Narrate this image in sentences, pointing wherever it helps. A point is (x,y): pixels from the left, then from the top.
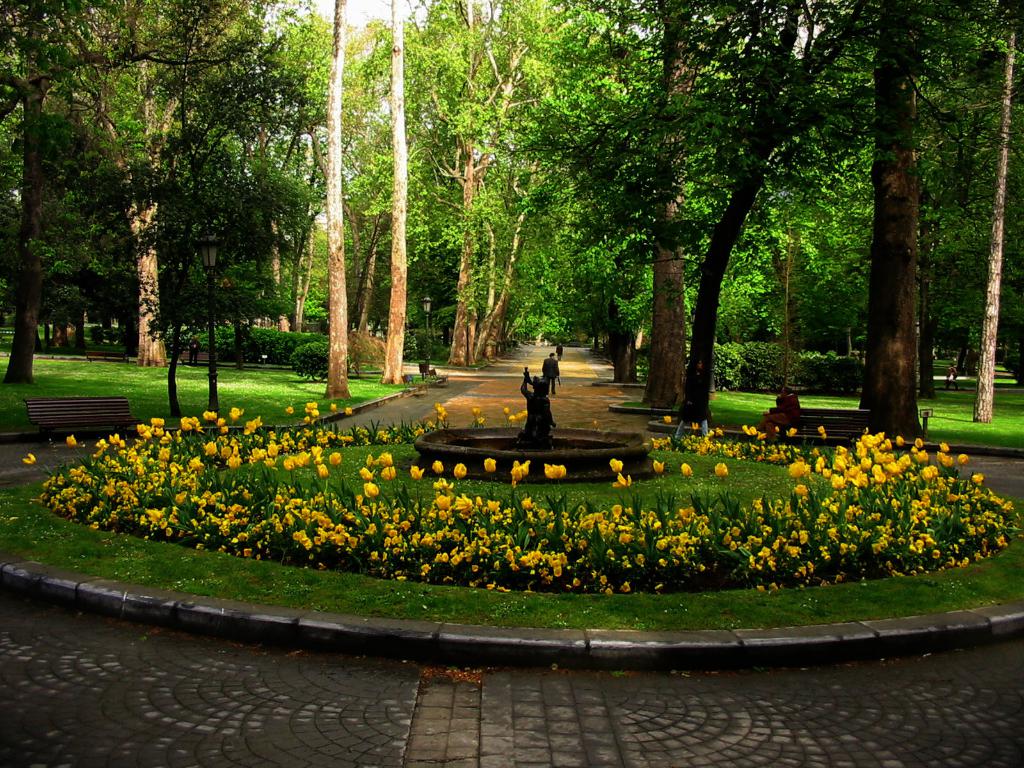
In this picture there is a small fountain (518,431) in the middle of the garden (389,447) and some yellow color flowers (366,556). In the front (570,732) bottom side there is a cobbled flooring (617,742). Behind there are many trees (380,244).
